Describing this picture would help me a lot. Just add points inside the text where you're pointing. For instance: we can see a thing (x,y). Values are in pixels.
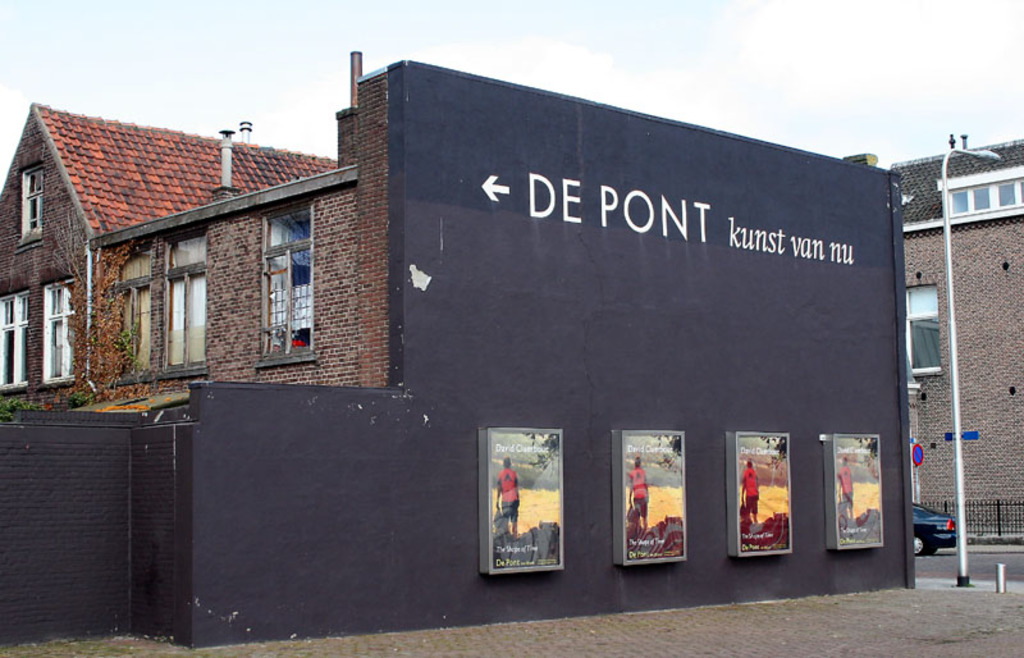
In this image we can see four boards (540,516) are fixed to the black color wall (326,532) and here we can see some text (826,239) on it. Here we can see brick houses (180,310) with windows (59,336), light pole (964,507), caution board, black color car (919,530) moving on the road (1006,565), fence (1015,507) and the sky (564,55) in the background (635,100).
